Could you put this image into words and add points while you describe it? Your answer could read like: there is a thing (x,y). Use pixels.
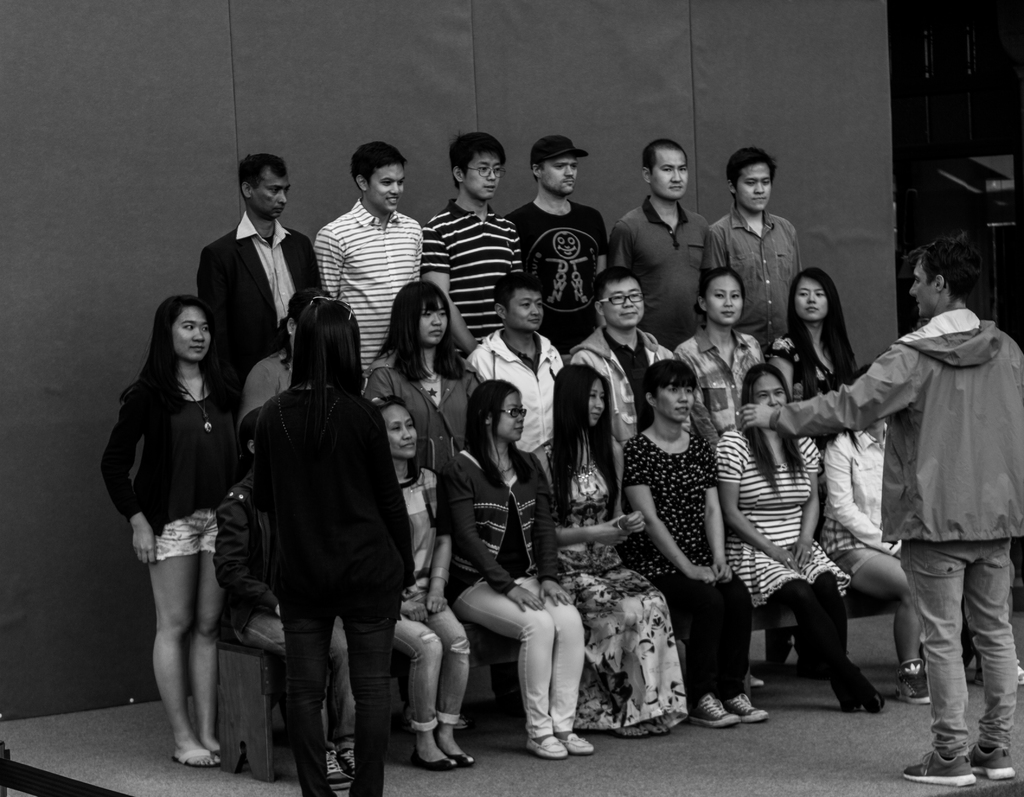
This is a black and white image and here we can see people (394,492) and some are sitting. At the bottom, there is a floor (971,736).
